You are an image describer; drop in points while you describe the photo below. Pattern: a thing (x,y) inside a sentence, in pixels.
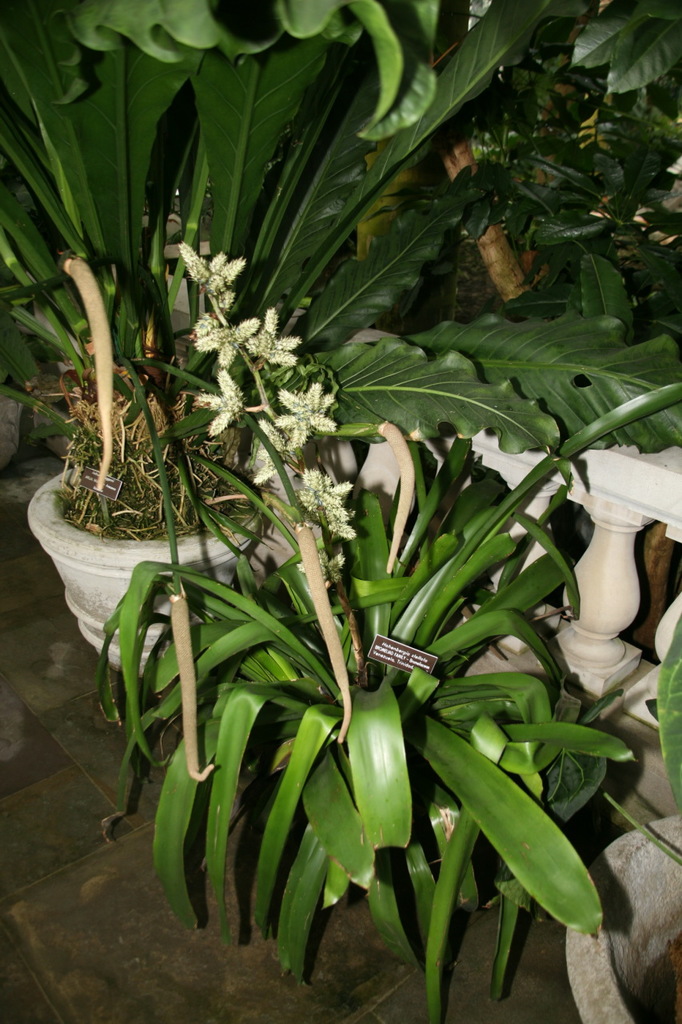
In this image I can see plant pots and a white color fence (620,534).
